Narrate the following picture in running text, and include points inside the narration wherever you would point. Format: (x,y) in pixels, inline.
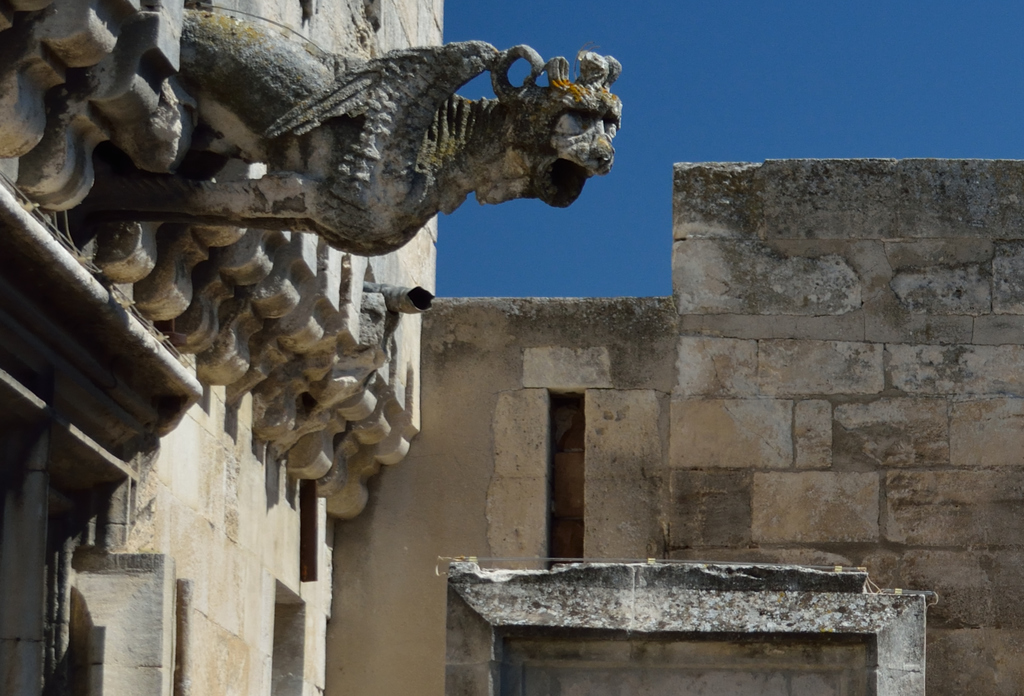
It is the sculpture (360,145) on this wall (269,410), on the right side (820,471) it is the stone wall (859,362). At the top (800,55) there is the sky (642,271) in blue color.
